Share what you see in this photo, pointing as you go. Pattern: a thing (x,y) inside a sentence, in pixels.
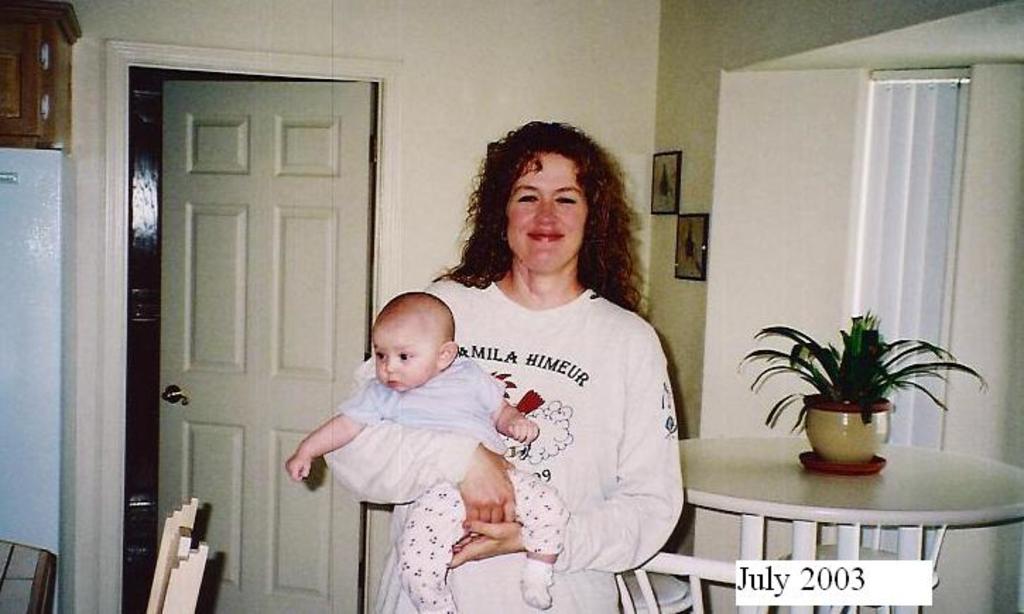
A woman (637,483) is standing in a room (504,490) holding a baby (413,359). She is wearing a white t shirt (654,499). There is a table (887,500) behind her on which there is a plant pot (860,447). There are chairs (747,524). There are photo frames (663,193) and a white door (262,260) at the back (267,337).
